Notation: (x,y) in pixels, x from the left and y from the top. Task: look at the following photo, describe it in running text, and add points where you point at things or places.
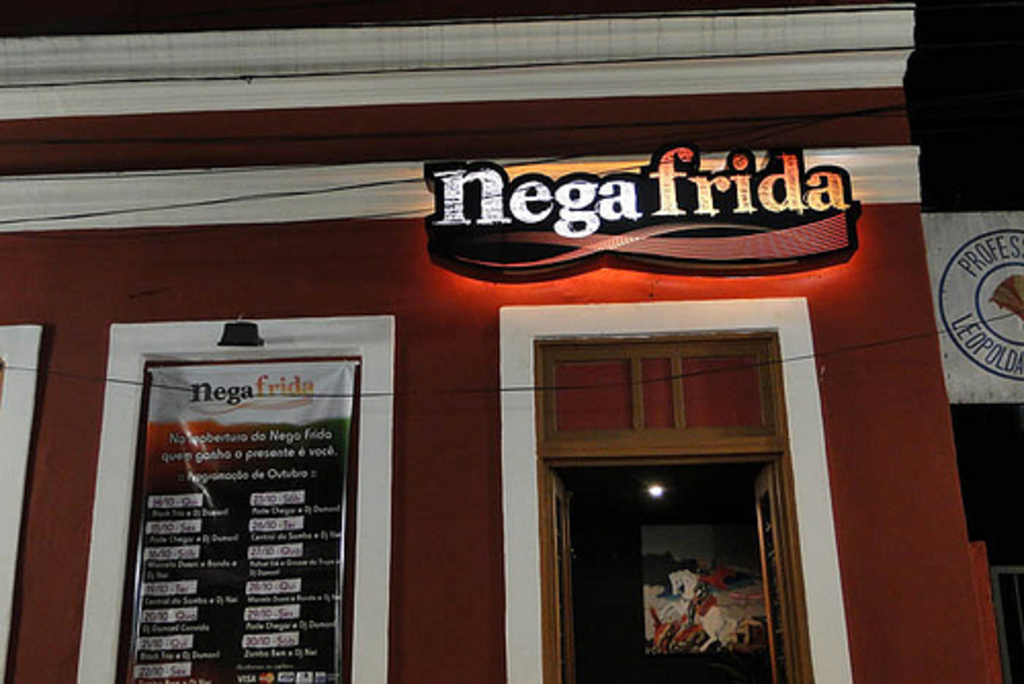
In this image we can see a store (275,527). We can see some text (259,637) on the banner (251,593). There is a painting (685,599) on the wall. There is a light (650,493) in the image. There is a board (994,315) and some text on it at the right side of the image (1011,273). There is an object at the bottom right side of the image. There is some text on the wall (429,158). There are few cables (370,184) in the image.
